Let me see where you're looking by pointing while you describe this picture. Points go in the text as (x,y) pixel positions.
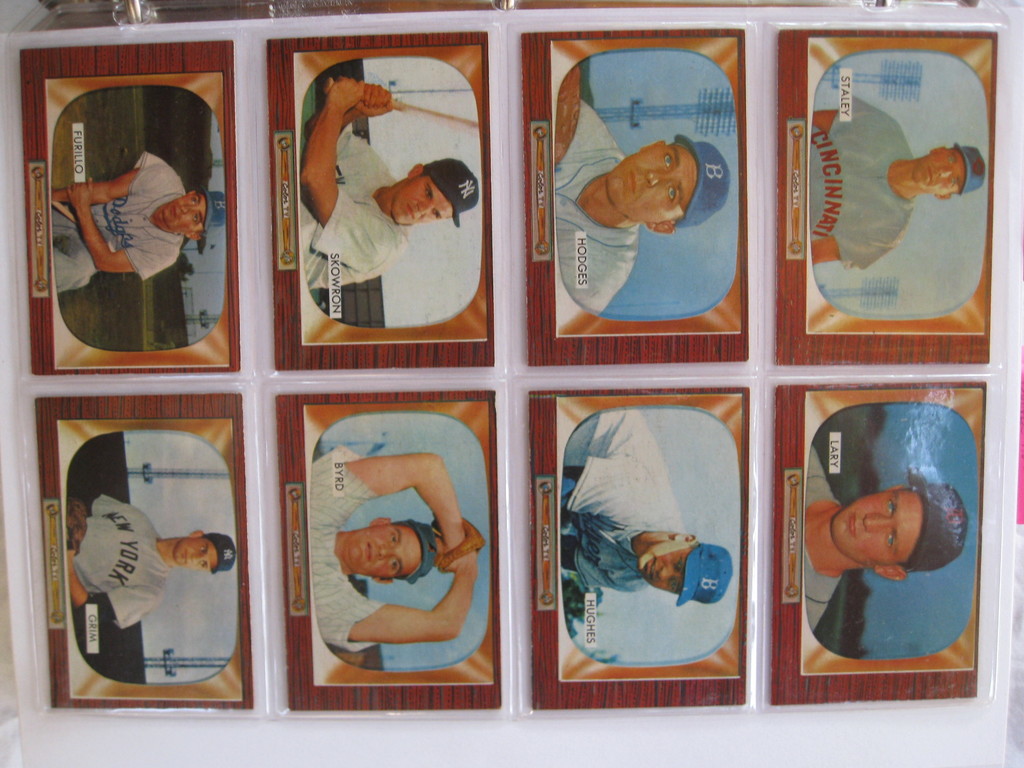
In this image, we can see few cards (44,283) with cover (147,227). In this cards (692,281), we can see few humans (840,245) are wearing caps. Few are holding some objects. This is placed on the white surface (498,724).
